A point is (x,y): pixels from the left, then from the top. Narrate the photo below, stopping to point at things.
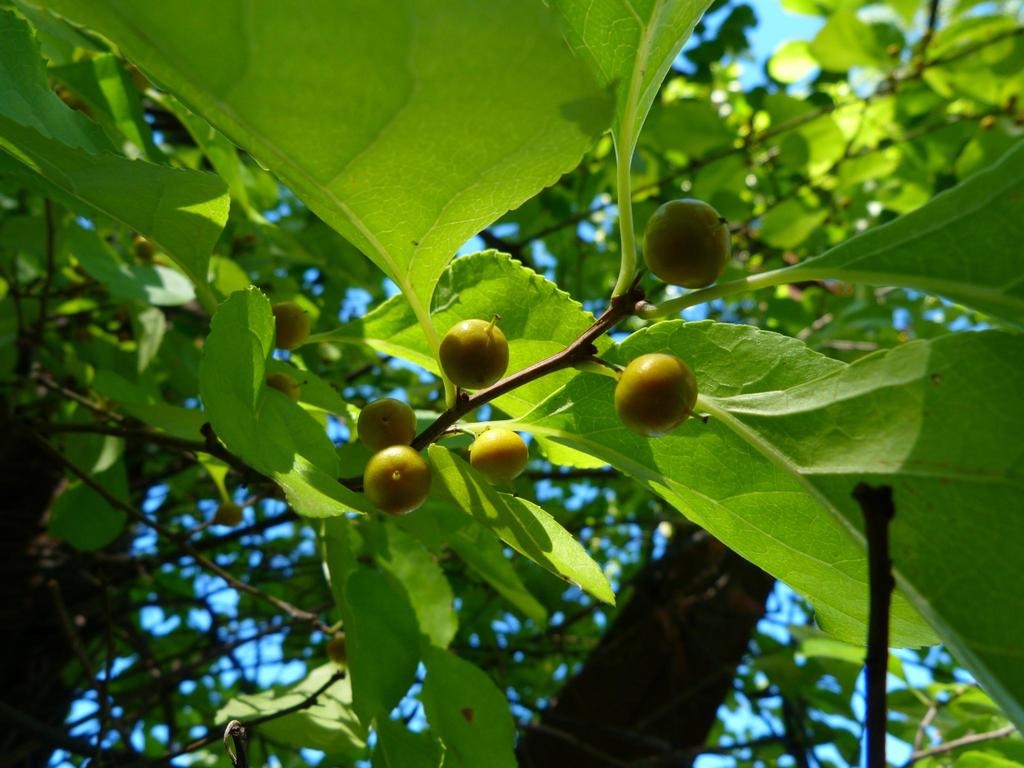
In this picture there are fruits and leaves (753,372) on the trees (591,512). At the top (907,39) there is sky (198,588).
